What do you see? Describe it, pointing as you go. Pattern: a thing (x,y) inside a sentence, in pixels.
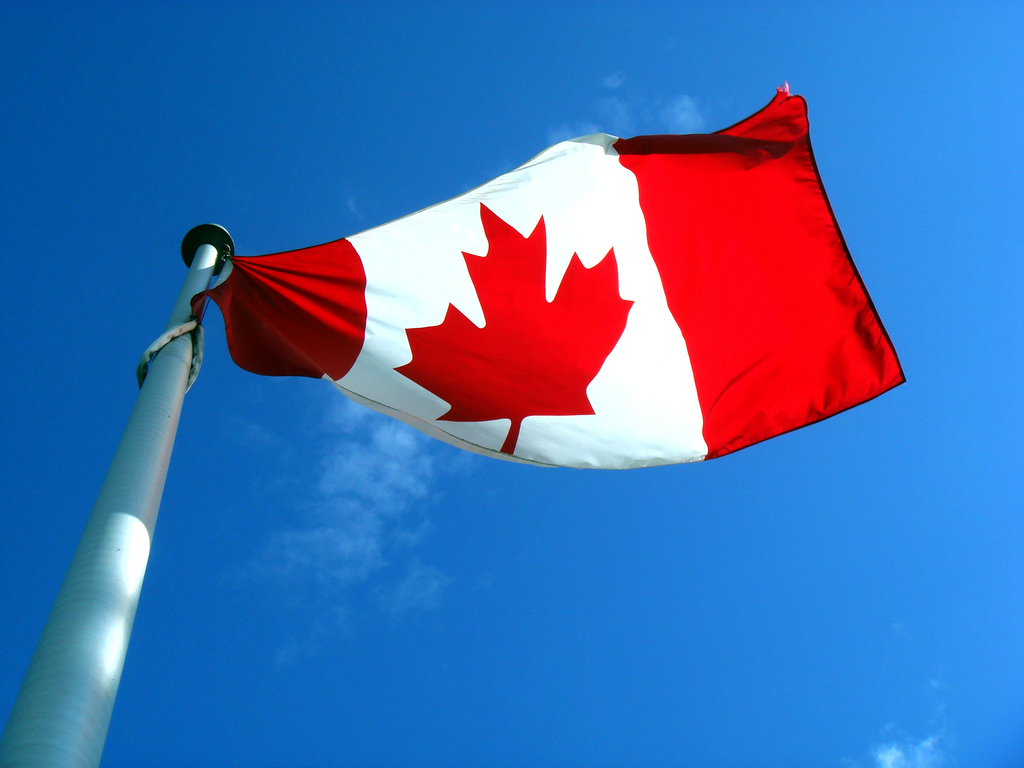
In this image in the centre (394,296) I can see a flag (335,321). In the background (346,462), I can see the clouds (384,495) in the sky (584,556).
